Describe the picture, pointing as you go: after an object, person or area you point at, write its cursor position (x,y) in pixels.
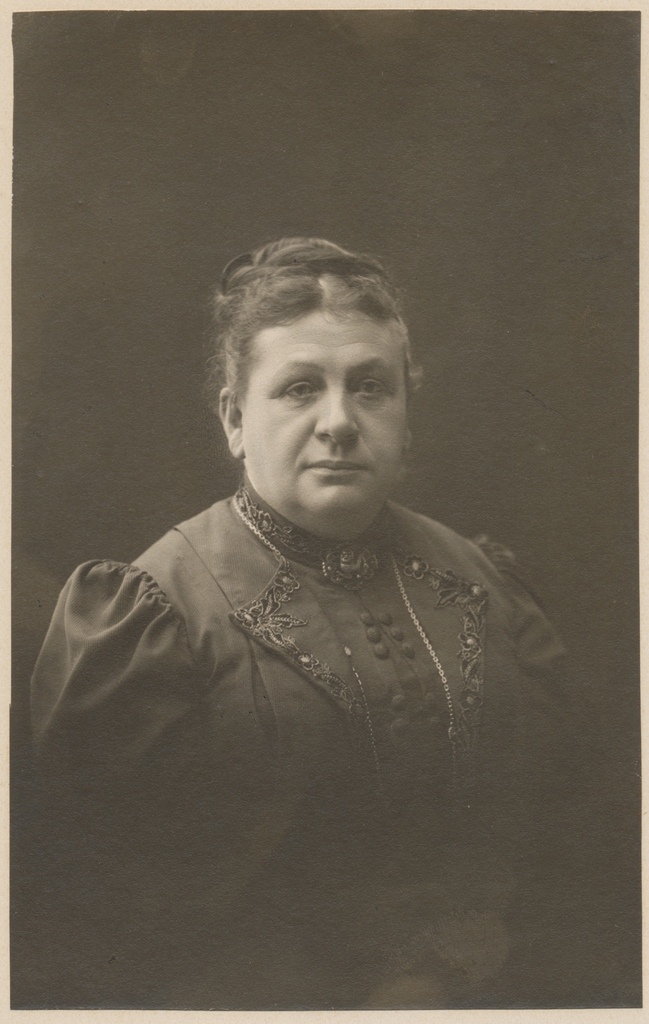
This is old and black and white picture of a woman (326,590). she is wearing a traditional dress (427,747).
